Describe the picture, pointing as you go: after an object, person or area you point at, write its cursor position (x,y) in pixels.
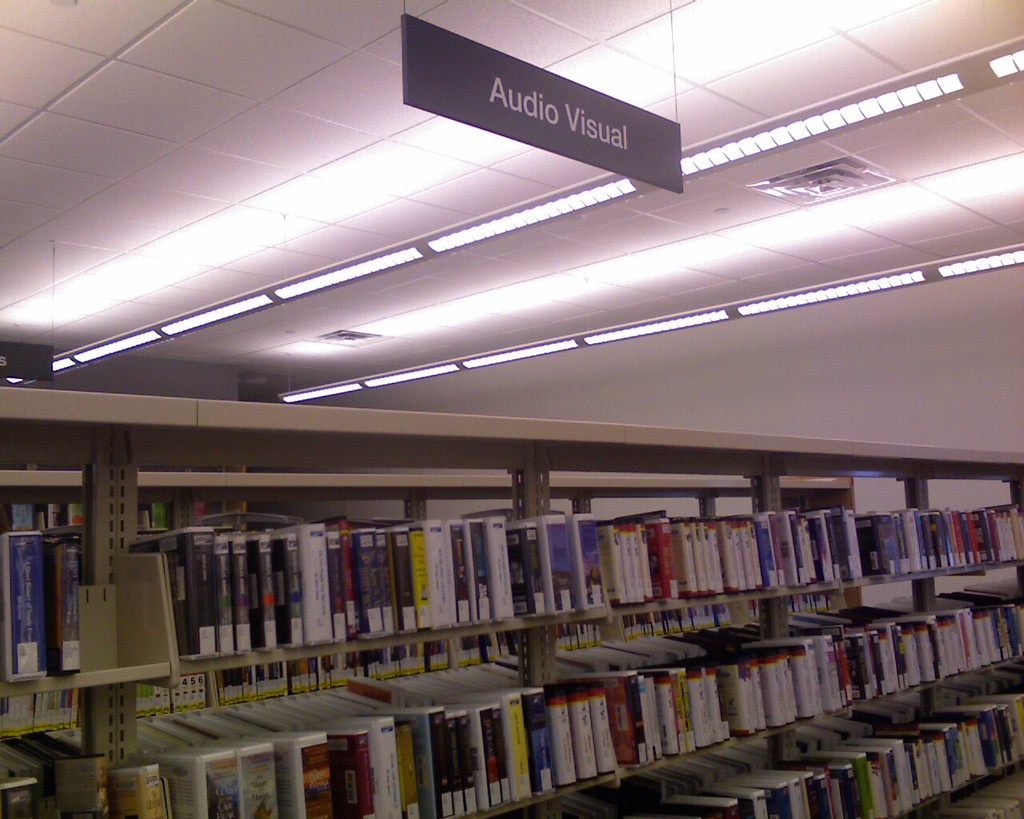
There are cupboards (402,488). On that there are many books (491,643). On the ceiling (228,147) there are lights (705,309). Also there is a board (529,101) hanged on the ceiling (538,49).
